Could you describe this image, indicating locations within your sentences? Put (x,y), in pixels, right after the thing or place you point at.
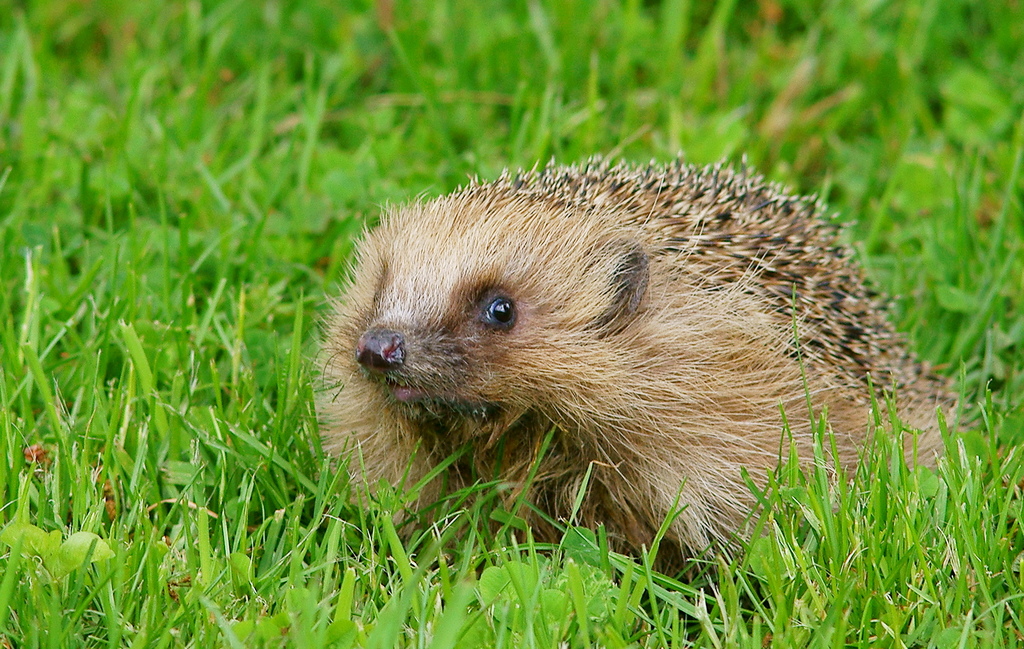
In this picture there is an animal (664,301) on the grass (579,532) and the animal (710,212) is in light brown color.
